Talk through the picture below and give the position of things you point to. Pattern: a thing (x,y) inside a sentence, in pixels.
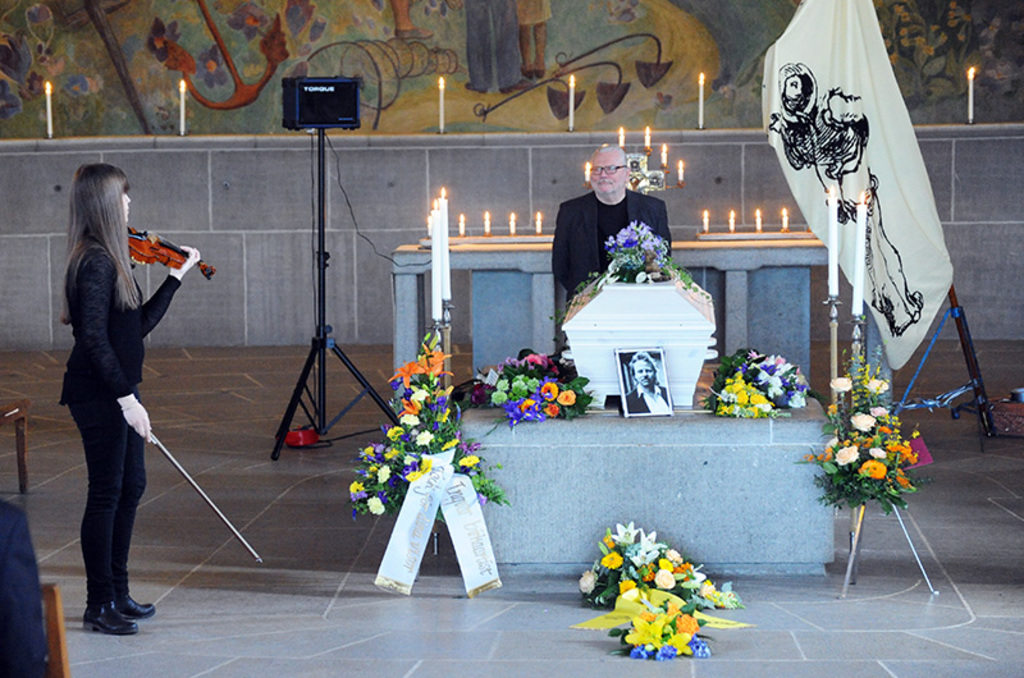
In this picture we can see a woman (89,528) in the black dress (89,528) and she is holding a violin (139,246) and a violin bow (179,463). On the right side of the woman (119,364) there are flower bouquets (642,563), a photo frame (644,385), banner (880,149) and a coffin (636,304). On the left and right side of the coffin (605,321), there are candles (434,222) with stands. Behind the coffin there is a stand (503,266), candles (540,230) and a man (584,232) is standing on the floor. Behind the man (605,212) there are paintings (407,24) on the wall (471,27).
